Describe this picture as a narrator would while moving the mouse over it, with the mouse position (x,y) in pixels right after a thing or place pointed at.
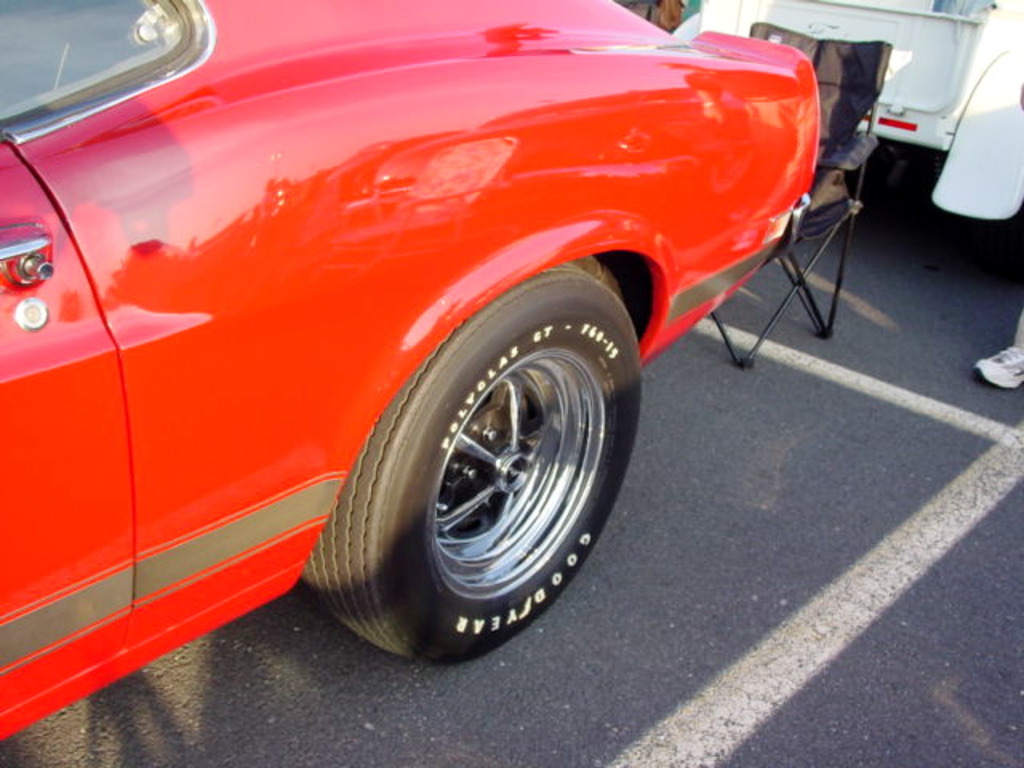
Here in this picture we can see a red and a white colored cars (785,231) present on the road (622,498) and in between that we can see a chair (866,141) present and on the right side (1014,353) we can see a person's leg (988,362) also present.
